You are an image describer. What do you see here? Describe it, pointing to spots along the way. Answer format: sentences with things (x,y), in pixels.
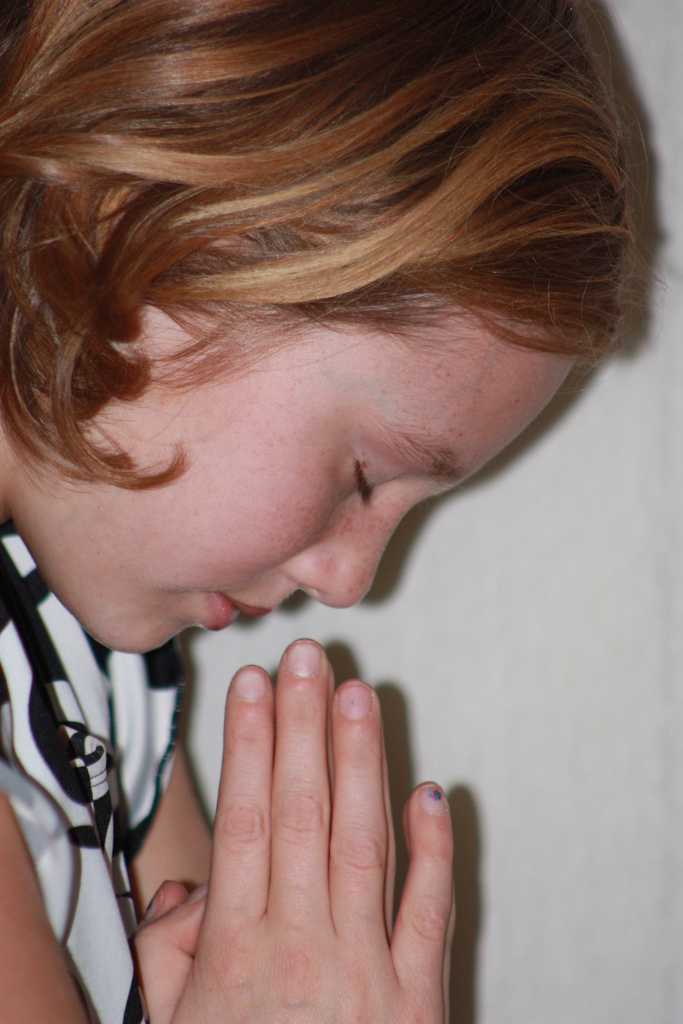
There is a girl (186,791) praying. In the background (608,501) we can see wall (553,722).
